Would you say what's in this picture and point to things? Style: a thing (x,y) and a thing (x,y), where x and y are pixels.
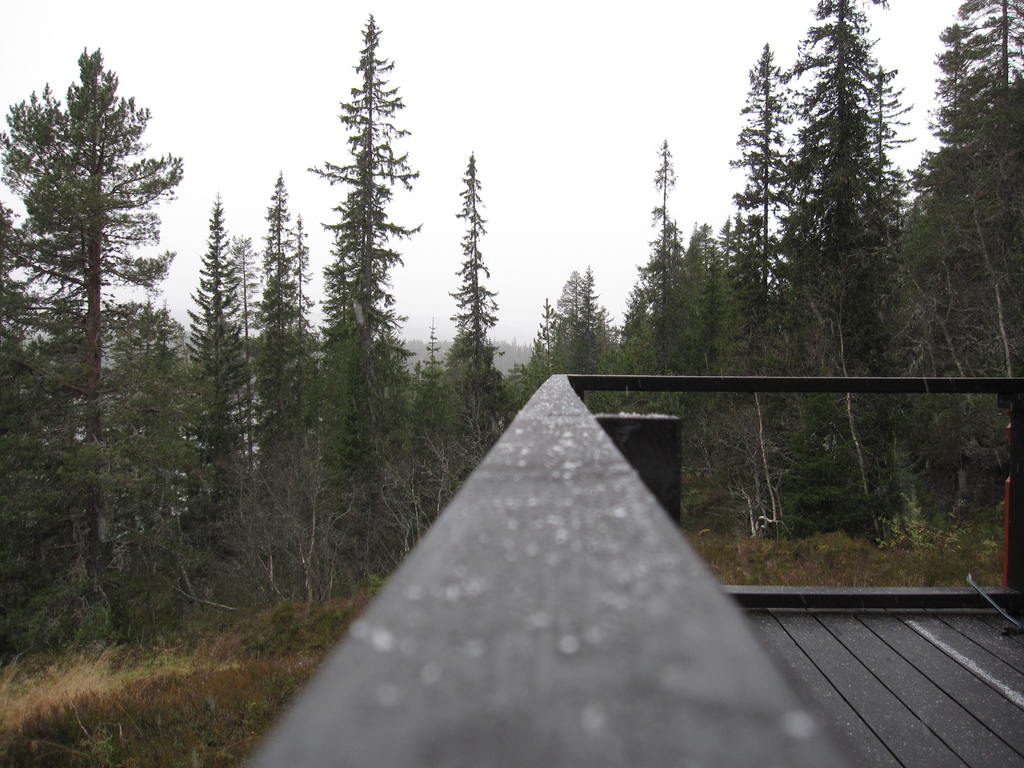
In the image there is a balcony (640,617) on the right side (783,538) and in the back (627,351) there are trees (218,412) all over the land (173,705) and above its sky (274,67).
